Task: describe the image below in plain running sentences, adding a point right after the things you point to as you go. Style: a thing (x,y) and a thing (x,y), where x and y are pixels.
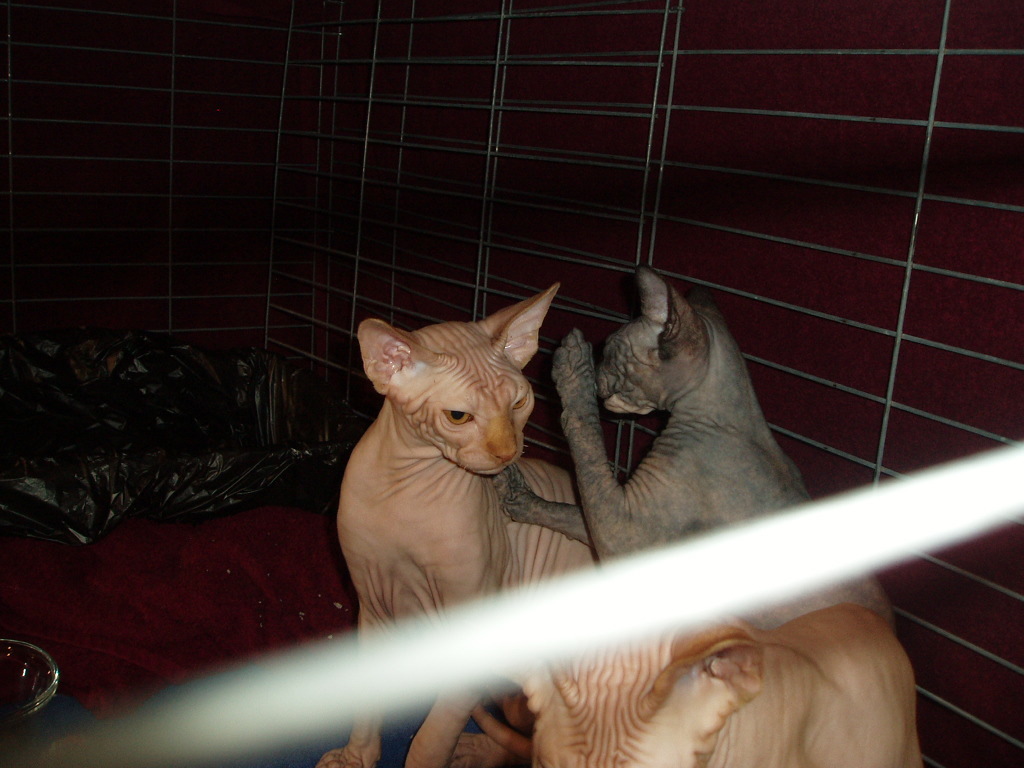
In this picture we can see three cats (551,473), in the background (450,52) there is wall (385,149), we can see a cover (220,432) on the left side (150,436).
